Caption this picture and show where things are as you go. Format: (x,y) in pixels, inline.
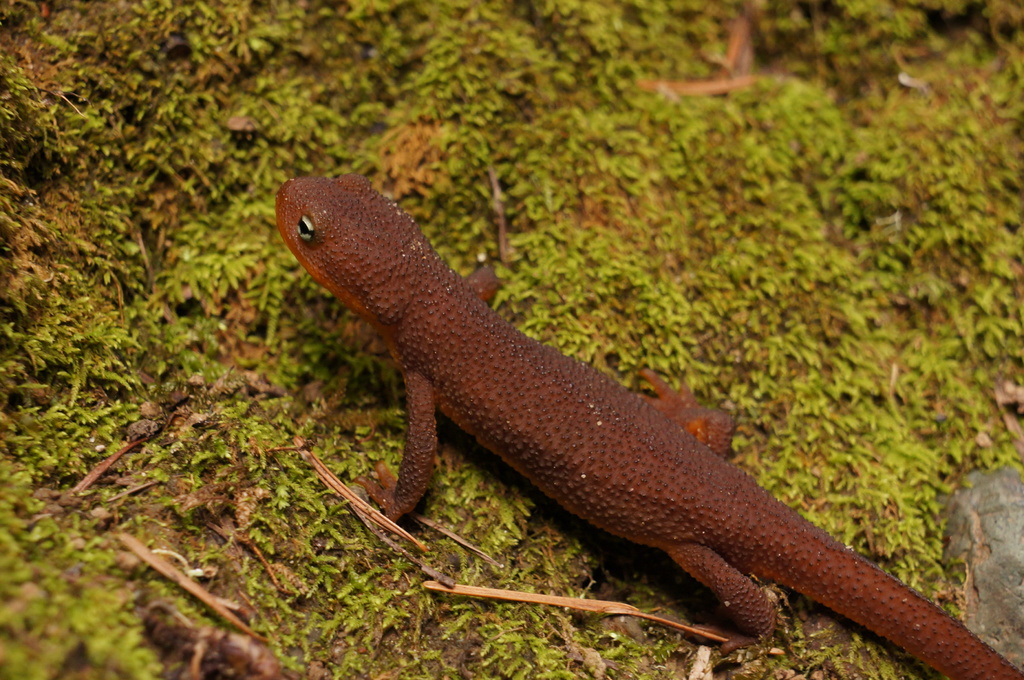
In this picture I can see a newt (651,514), there are tiny plants (316,300).
